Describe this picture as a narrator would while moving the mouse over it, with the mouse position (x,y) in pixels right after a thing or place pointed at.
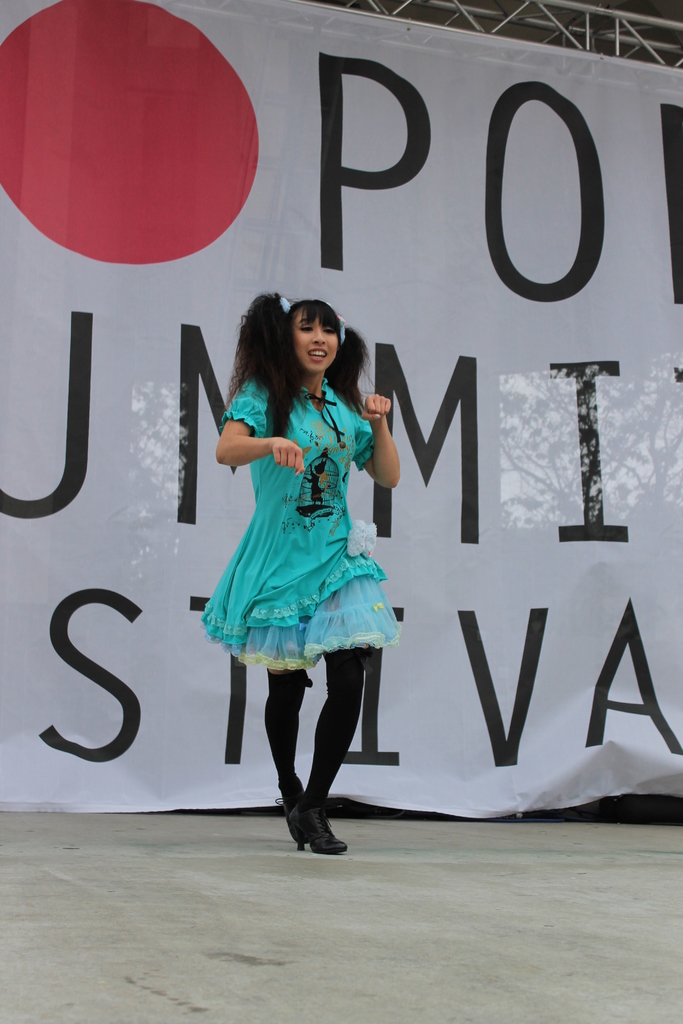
In this image, I can see a woman (273,576) dancing. This looks like a banner (186,381) with the letters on it. At the top of the image (510,36), I think this is the lighting truss (520,20). This looks like a floor (420,951).
